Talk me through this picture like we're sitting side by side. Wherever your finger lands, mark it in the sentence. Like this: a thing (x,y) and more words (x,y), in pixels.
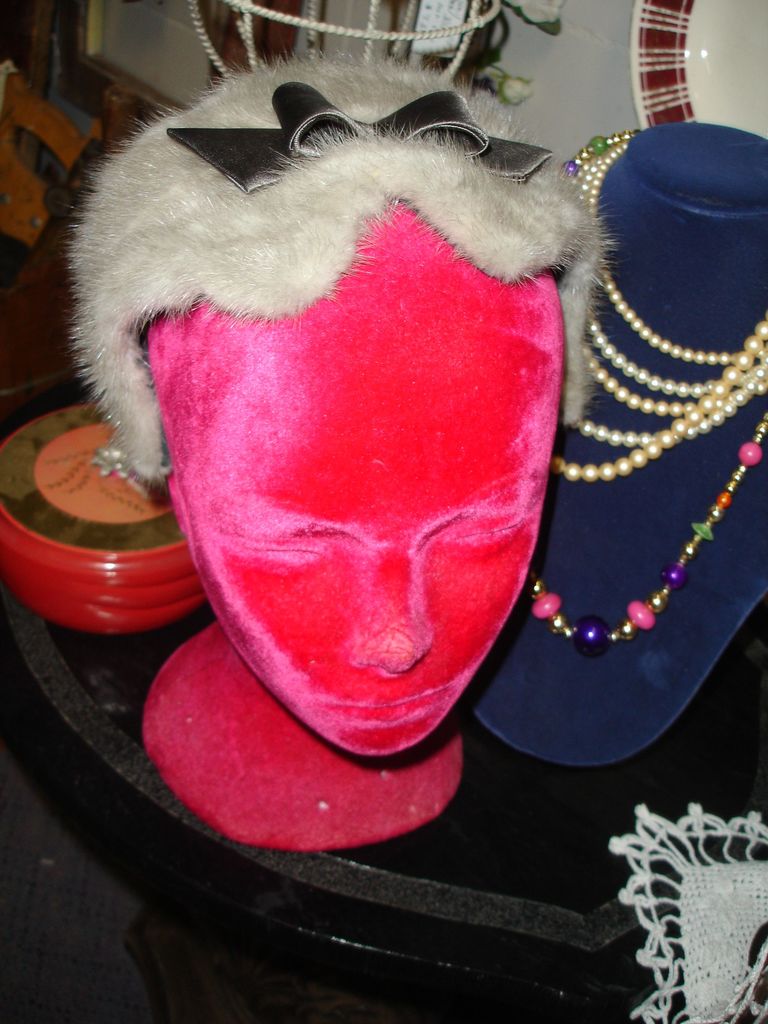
In the center of the image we can see one table (602,796). On the table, we can see one pink mannequin head (374,495), hat (575,354), necklace (632,135), necklace stand (632,179), makeup box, plate (639,40) and a few other objects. In the background (600,14) there is a wall (600,45), thin rope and a few other objects (80,35).
